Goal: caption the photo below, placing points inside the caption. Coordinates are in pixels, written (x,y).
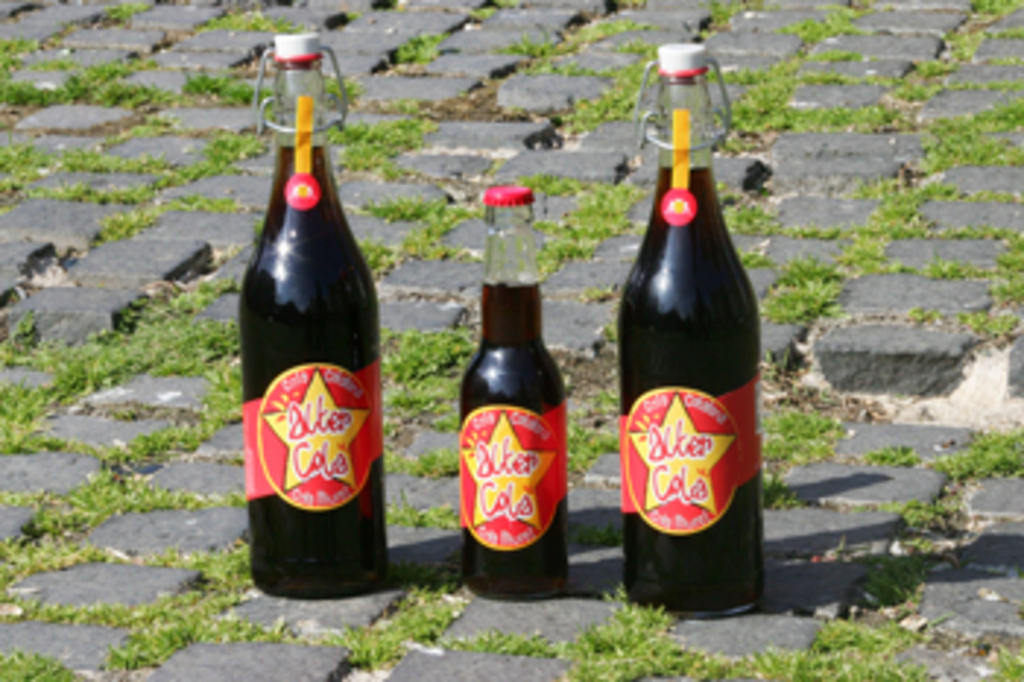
In the image we can see there are three cola bottles (531,458) which are kept on the road (65,649) which are of black colour and the label (622,495) on it is in red colour. The caps (659,68) are in white and red colour which are kept on the ground (233,259).
